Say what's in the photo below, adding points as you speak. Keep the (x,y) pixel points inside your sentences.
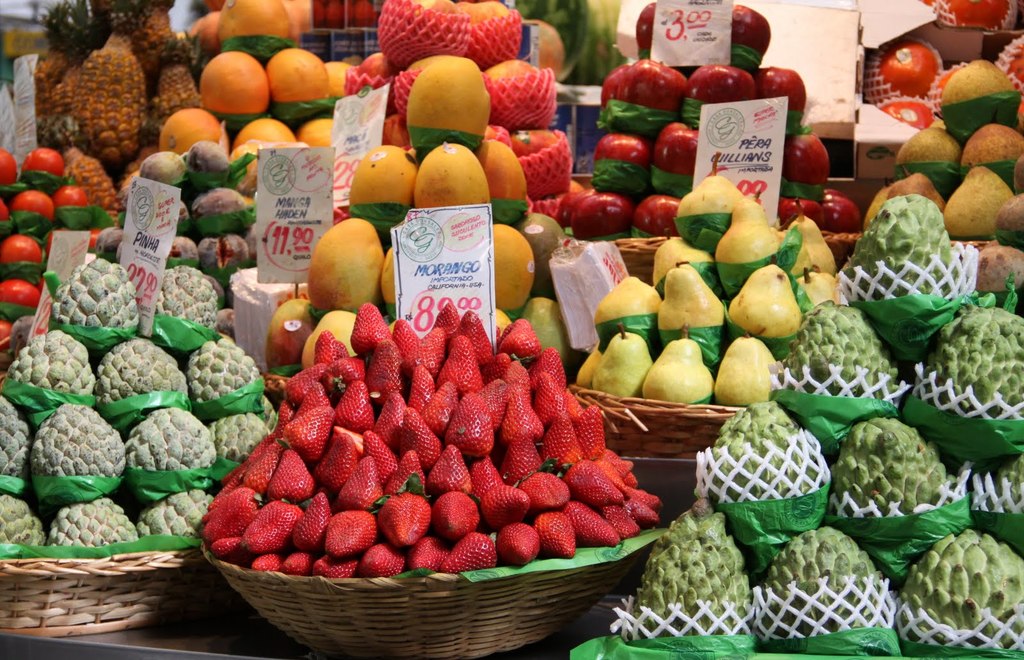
In this image I can see few fruits (127,461) and they are in multi color and I can also see few boards (298,185) in white color and the fruits (349,337) are in the baskets (340,584).
